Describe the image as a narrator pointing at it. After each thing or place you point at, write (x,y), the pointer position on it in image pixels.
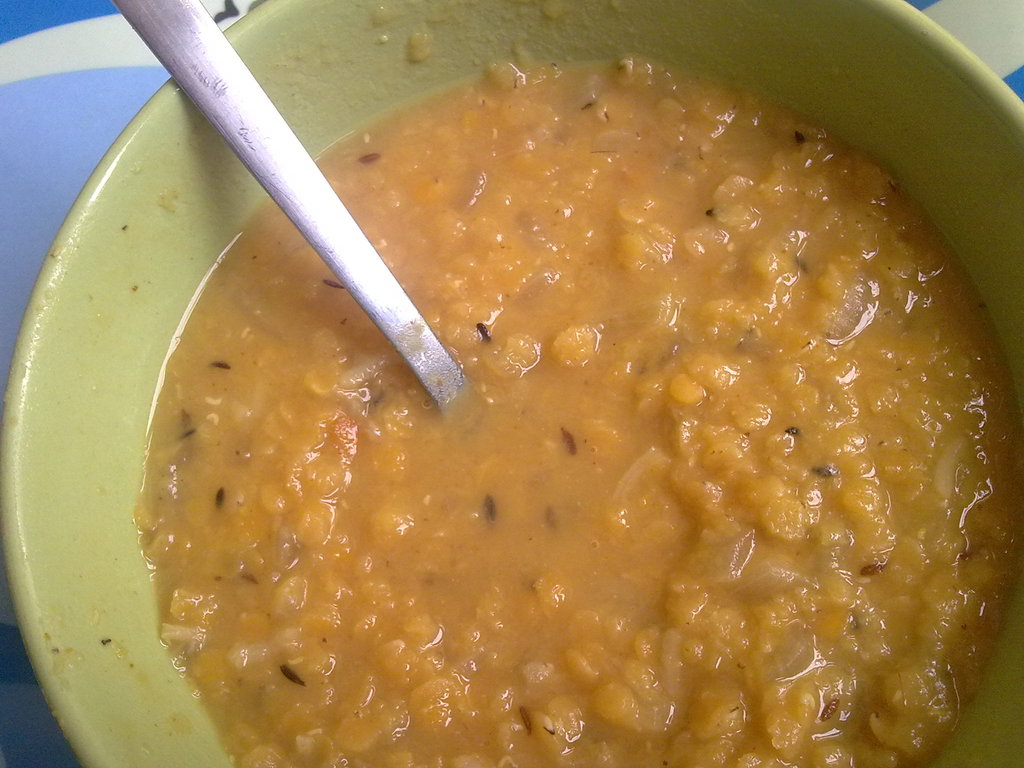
In this image we can see some food (534,518) and a spoon (403,299) in a bowl (297,95) which is placed on the surface (10,716).
